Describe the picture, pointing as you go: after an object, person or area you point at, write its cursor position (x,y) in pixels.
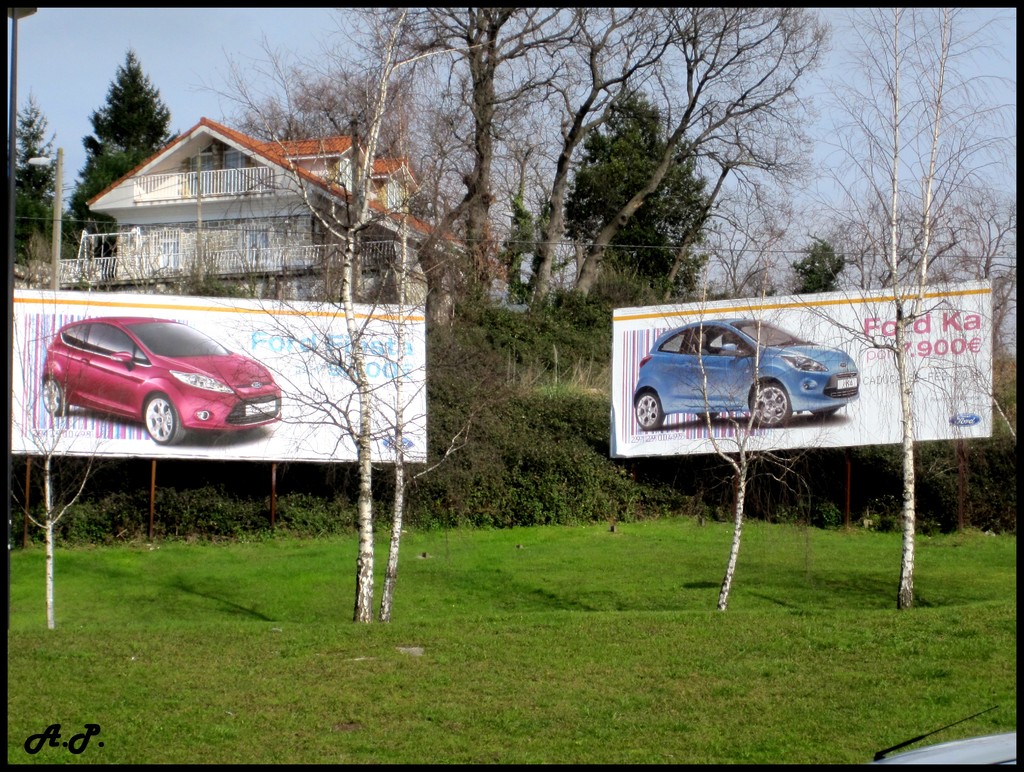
In this image we can see posters (709,382) with depictions of cars (199,426) and text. In the background of the image (250,209) there is house (403,165), trees (442,196). At the bottom of the image (450,702) there is grass (486,638). At the top of the image (164,22) there is sky (151,33).
